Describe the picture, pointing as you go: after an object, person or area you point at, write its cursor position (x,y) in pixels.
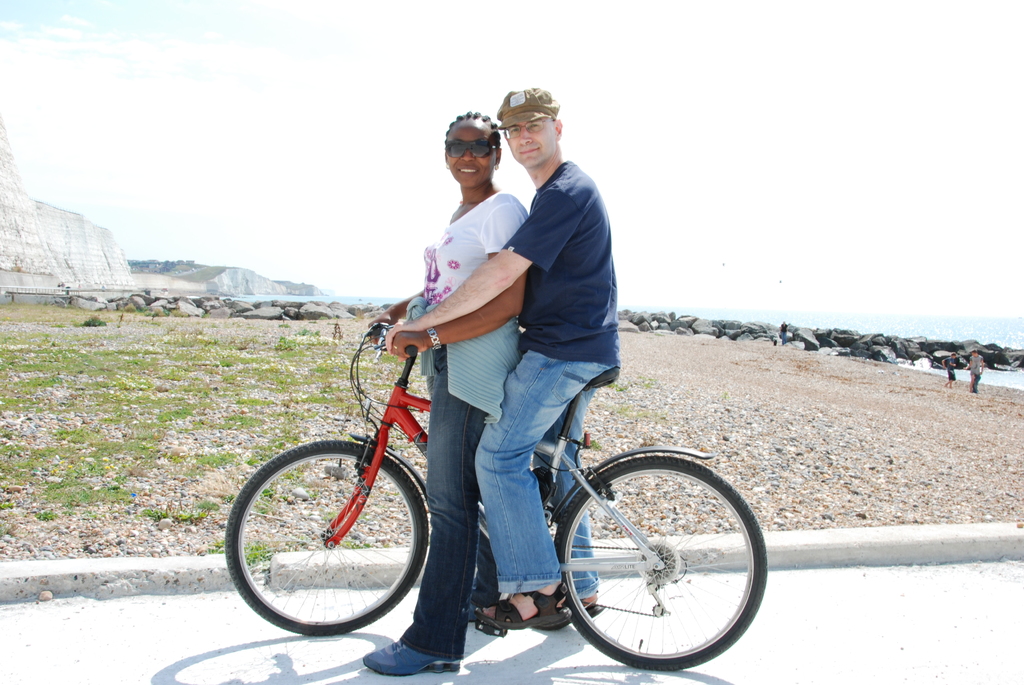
In this image I can see a woman (435,433) and a man (522,396). I can also see she is standing and here he is sitting on cycle (610,377). I can see smile on her face (469,175) and she is wearing sunglasses (460,146). I can see he is wearing a cap (546,117). In the background (685,362) I can see a open ground (206,351).
